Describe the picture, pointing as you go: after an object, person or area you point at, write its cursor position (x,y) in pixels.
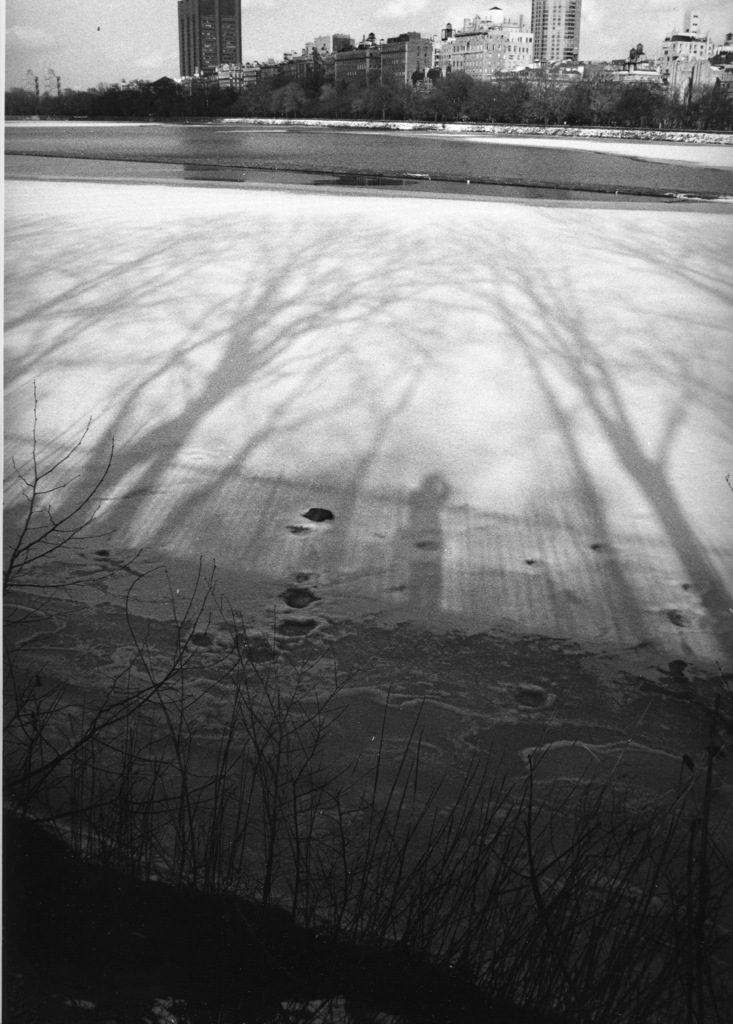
In the picture we can see a frozen lake (345,548) and far from it we can see some buildings (236,56) and sky (115,44) with clouds (392,18).
